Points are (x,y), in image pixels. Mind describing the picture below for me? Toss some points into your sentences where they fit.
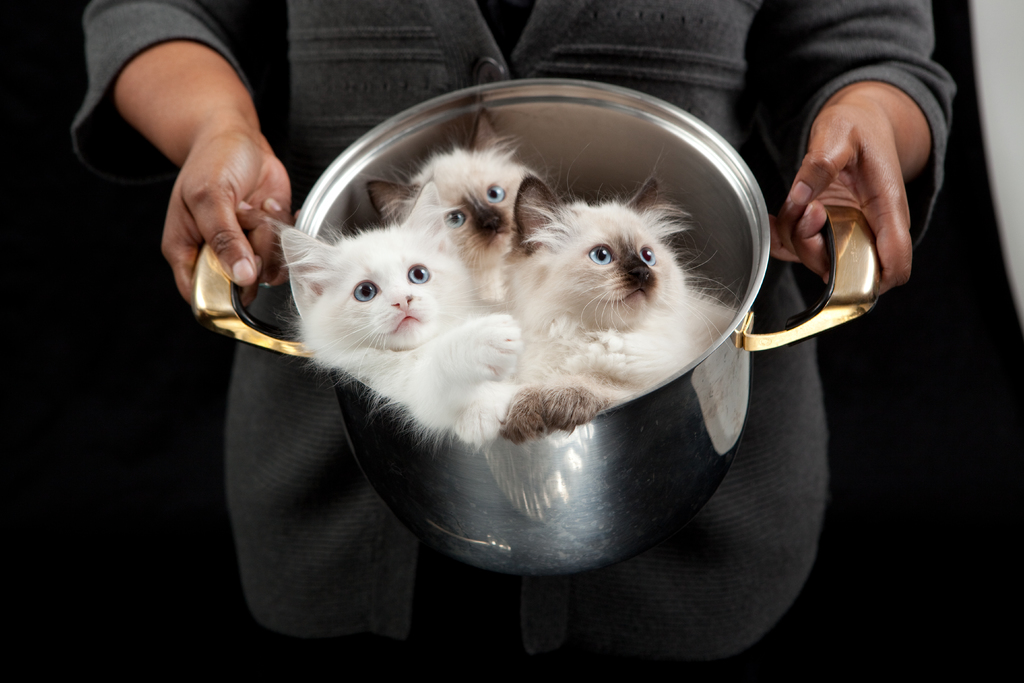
In this image I can see a person (326,143) is holding a container (834,320). In that container (628,480) there are three cats (562,238). In the background of the image (47,408) it is dark.
